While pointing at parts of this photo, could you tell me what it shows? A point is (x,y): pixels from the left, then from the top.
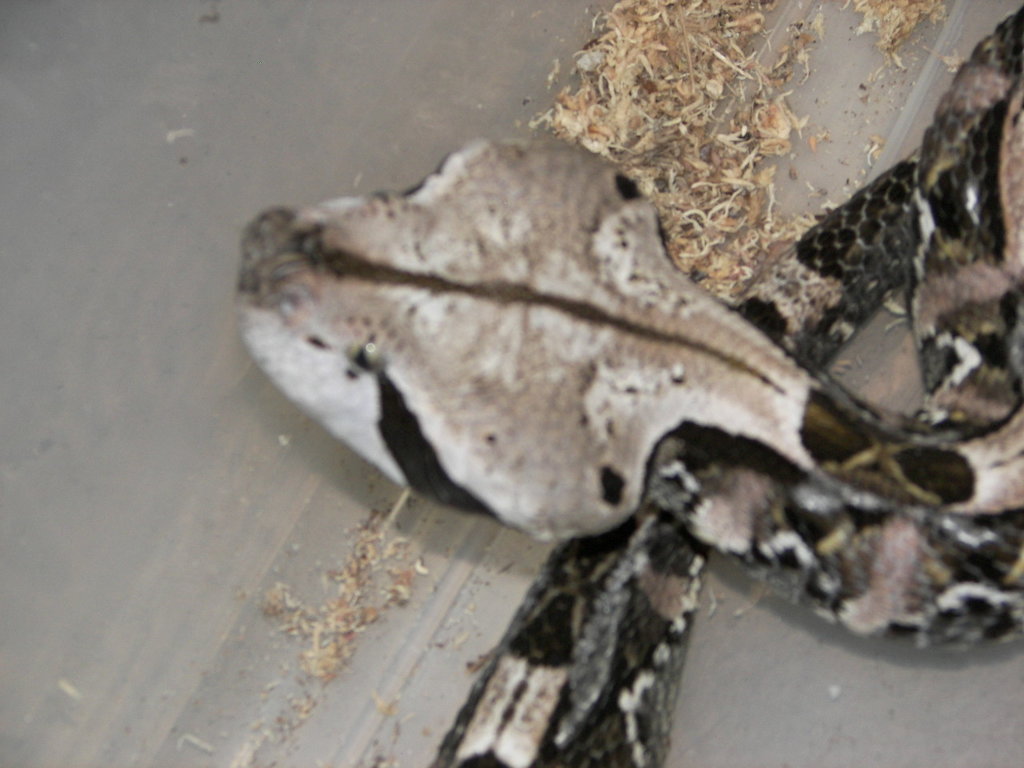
This is a snake (644,456).
